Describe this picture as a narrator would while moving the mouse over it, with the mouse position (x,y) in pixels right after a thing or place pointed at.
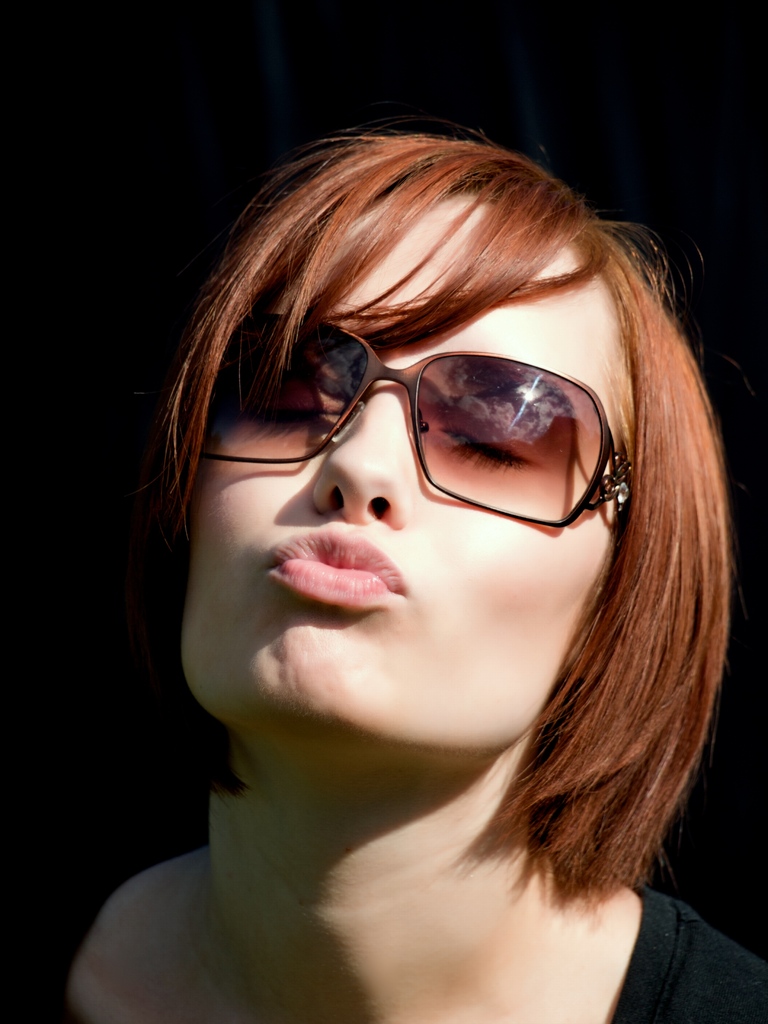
In this image we can see a woman (372,699) wearing goggles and the background (728,7) is dark.
